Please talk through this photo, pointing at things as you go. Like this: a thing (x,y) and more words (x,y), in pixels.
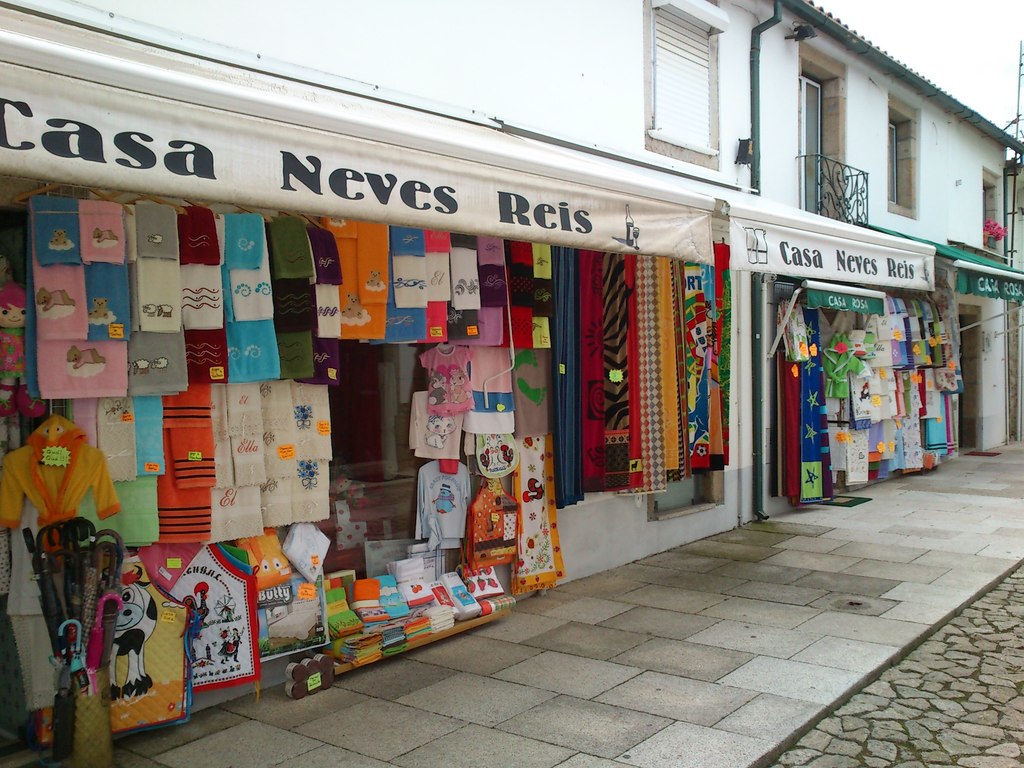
In this image in the center (628,371) there are some stores (694,371) and buildings (364,63), and in the stores (194,497) there are some clothes (181,596), umbrellas (90,651). And at the bottom (547,630) there is pavement (954,674), and also i can see some poles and railing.
